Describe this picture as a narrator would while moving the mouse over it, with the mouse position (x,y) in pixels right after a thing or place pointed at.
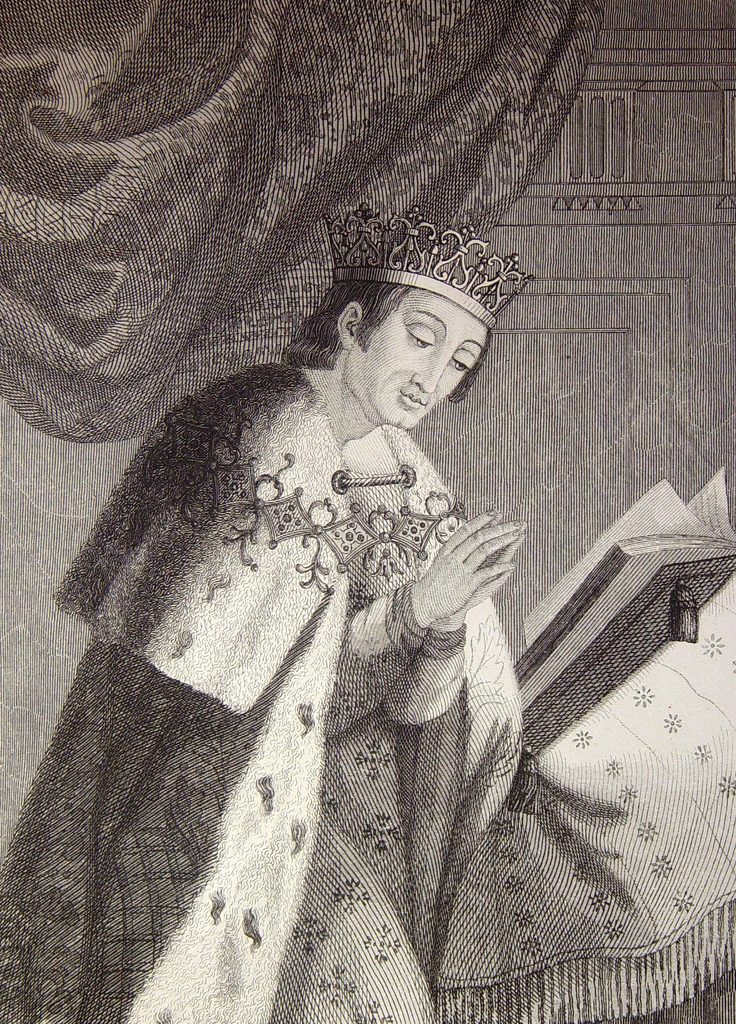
In this picture we can see a poster (339,379), on this poster (464,638) we can see person (351,563) and book (577,563). In the background of the image (307,267) we can see curtain (254,322) and wall (38,584).
